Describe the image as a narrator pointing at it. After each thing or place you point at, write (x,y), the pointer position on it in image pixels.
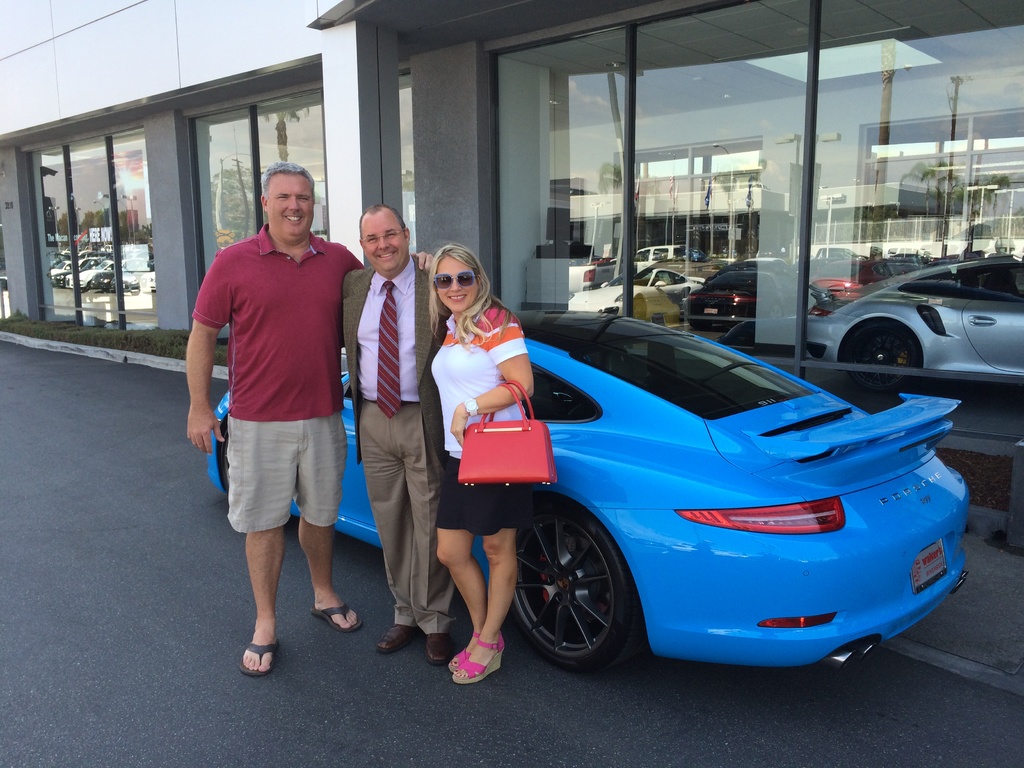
In this image I see 2 men (375,352) and a women (431,308) who are smiling and I see that this woman (446,276) is carrying a bag (522,404) and I see a blue car (656,483) over here and I see the path (282,718). In the background (84,288) I see the building (16,278) and I see the glass (815,190). In the reflection (931,200) I see number of cars (642,260), buildings (653,221), trees (249,217) and poles (795,175).
